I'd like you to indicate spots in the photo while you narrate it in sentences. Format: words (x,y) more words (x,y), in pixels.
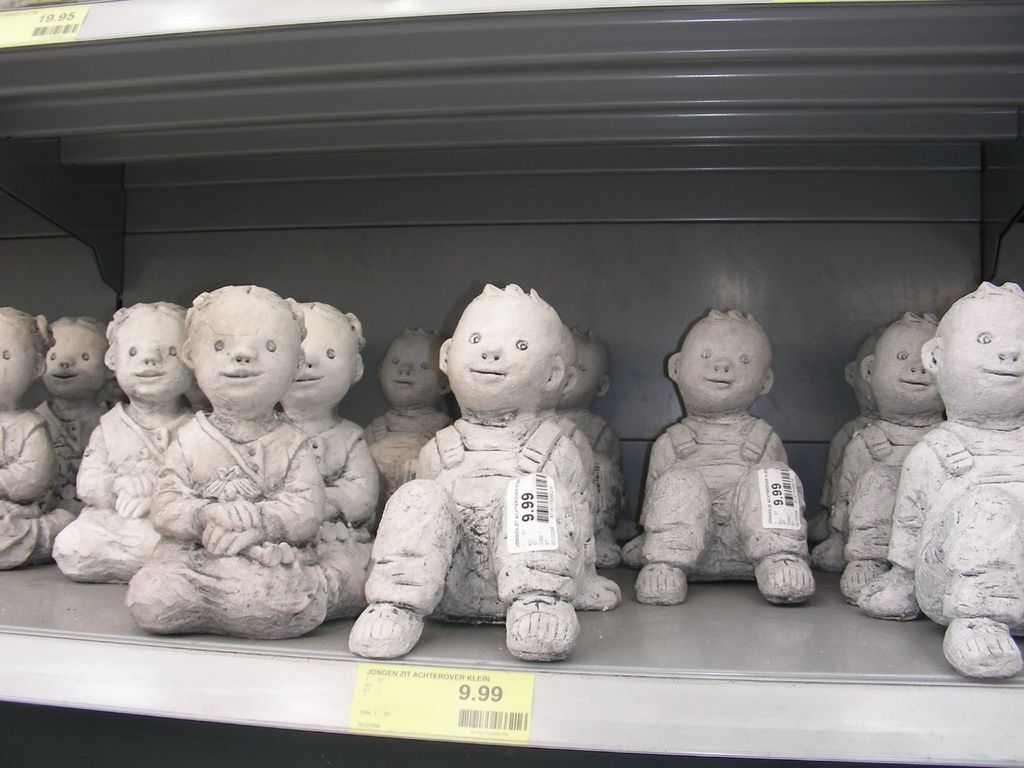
In this picture we can observe some statues (589,451) of children (426,466) placed in the rack (125,592). These are in white color. The racks (636,459) are in grey color.
